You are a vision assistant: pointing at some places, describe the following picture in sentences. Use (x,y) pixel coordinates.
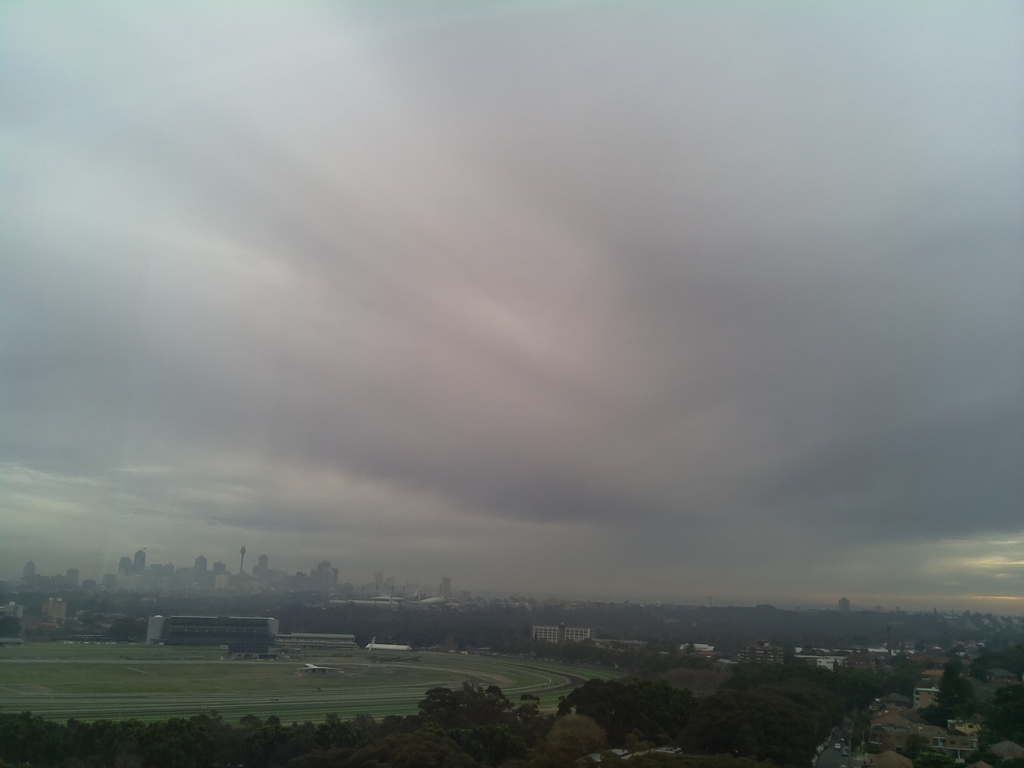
In this picture we can see trees (880,681), buildings (554,641) and in the background (402,385) we can see the sky (579,299) with clouds (139,302).
